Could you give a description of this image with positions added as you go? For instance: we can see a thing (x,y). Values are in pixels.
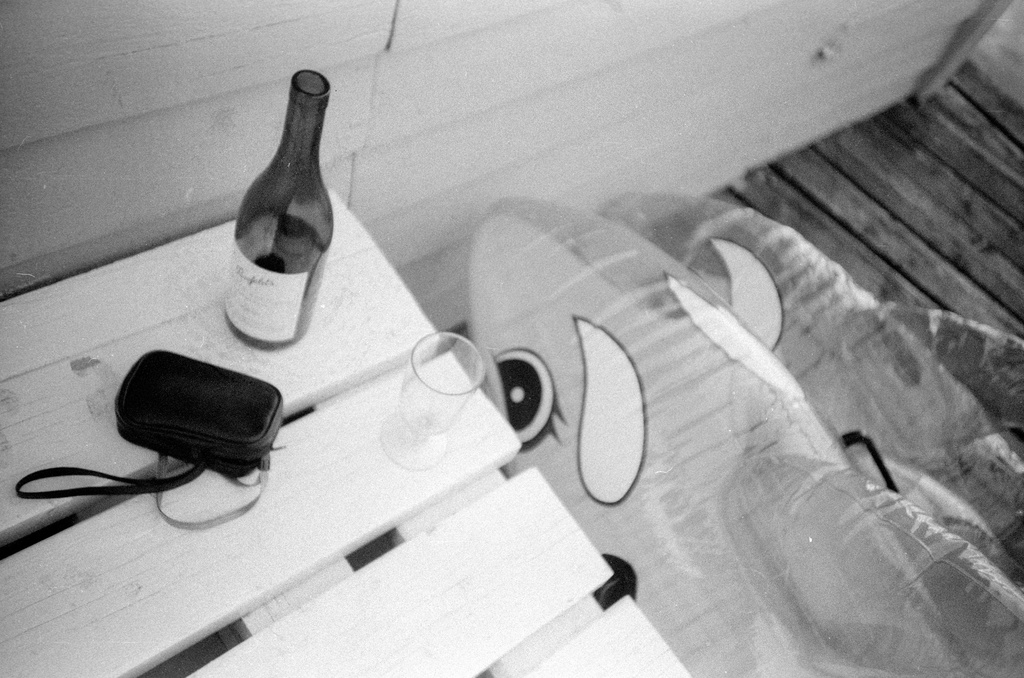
In the image we can see there is a table (389,668) on which there is a wine bottle (290,119) and a glass (410,424) and a purse (204,439) and the image is in black and white colour.
